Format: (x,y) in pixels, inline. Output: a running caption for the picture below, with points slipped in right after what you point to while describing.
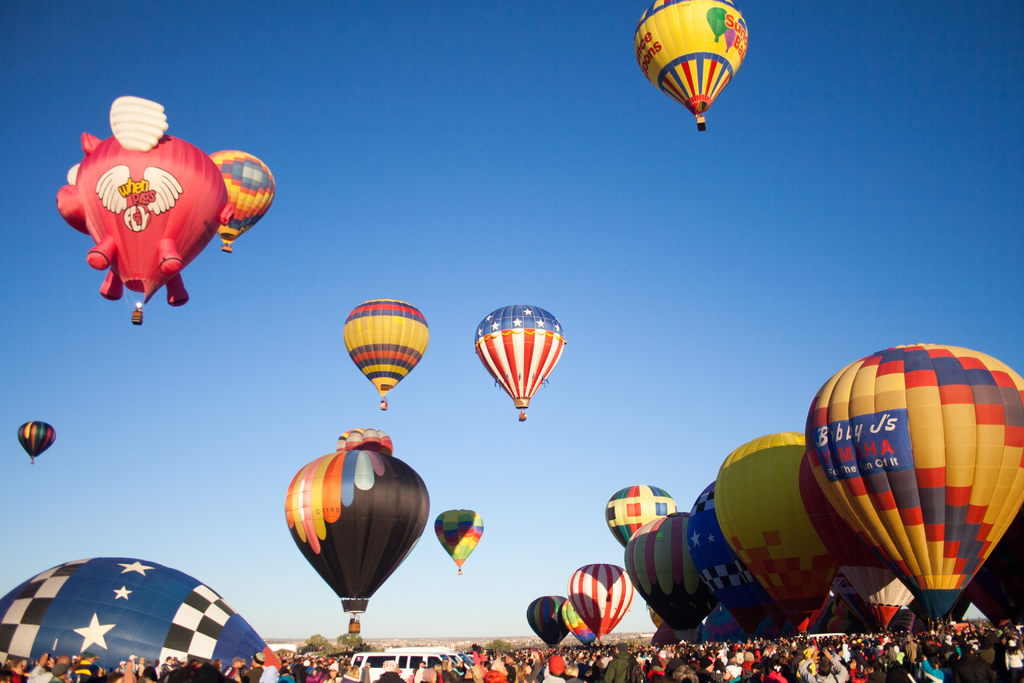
There are many people (585,649) and vehicles (400,651) at the bottom side of the image (506,669) and there are hot air balloons (788,580) and sky (587,336) in the image.
